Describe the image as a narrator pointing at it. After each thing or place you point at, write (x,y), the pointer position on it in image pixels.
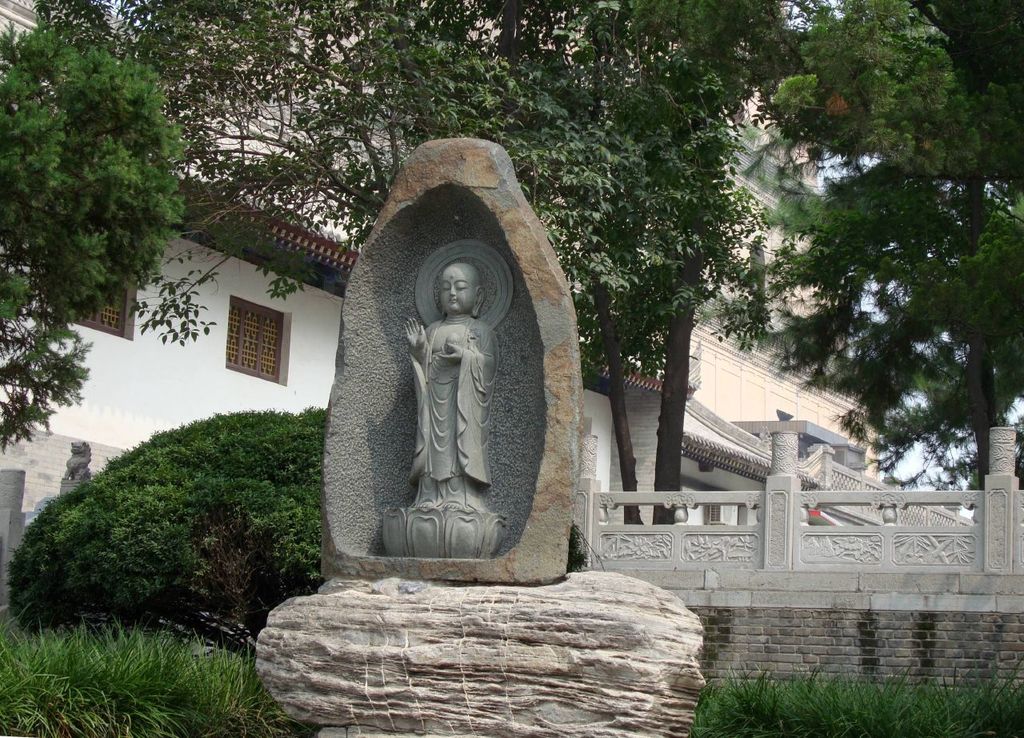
At the bottom of the picture (252,670), we see the grass (229,655) and a rock (522,686). In the middle (381,334), we see the statue of the Buddha (438,307) and behind that, we see a tree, wall (832,588) and the wall railing (696,532). On the left side (150,266), we see the trees (80,367). There are trees (663,216) and the buildings (712,364) in the background (199,263).
